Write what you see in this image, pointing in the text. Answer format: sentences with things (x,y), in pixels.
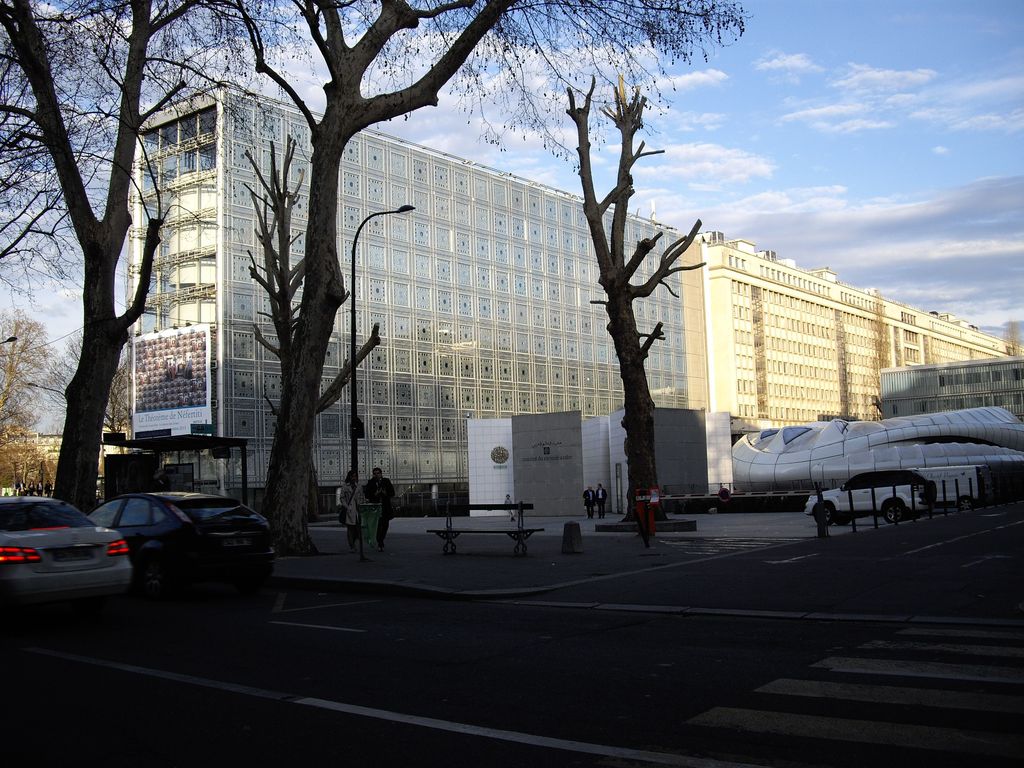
As we can see in the image there are buildings (813,381), cars (807,508), few people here and there, street lamp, trees (342,119), sky (975,10) and clouds (812,193).
